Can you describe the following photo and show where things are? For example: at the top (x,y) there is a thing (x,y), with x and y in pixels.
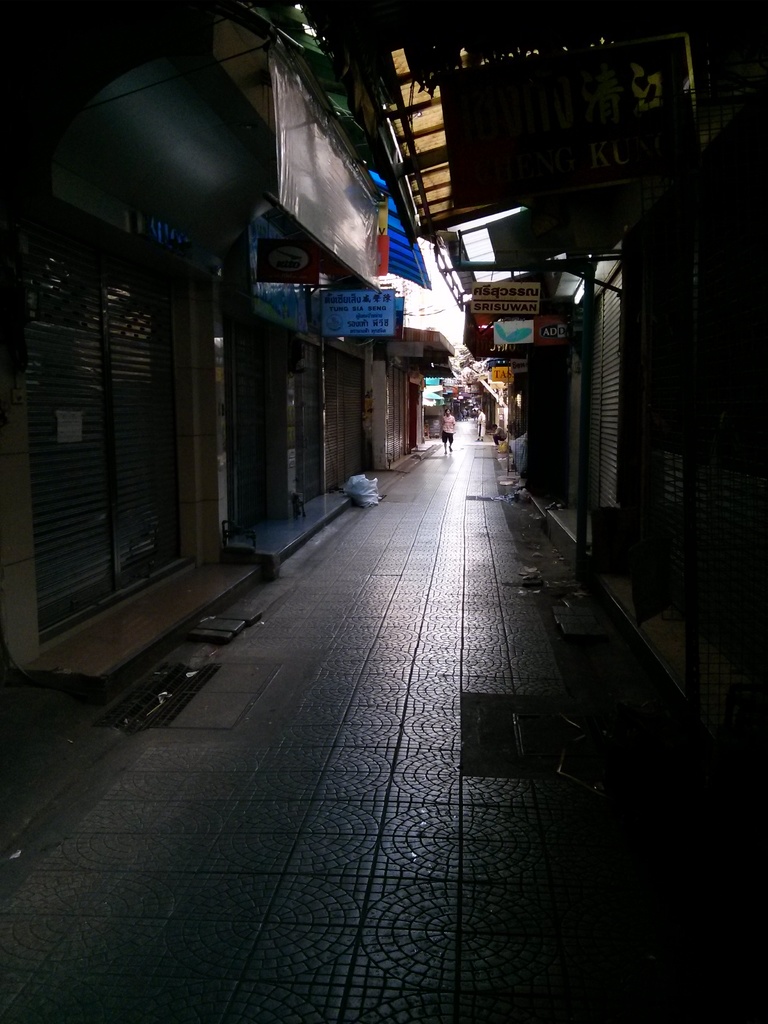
In this image there is a road (369,559) beside that there are so many buildings (753,280) and also there is a person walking from the middle.
